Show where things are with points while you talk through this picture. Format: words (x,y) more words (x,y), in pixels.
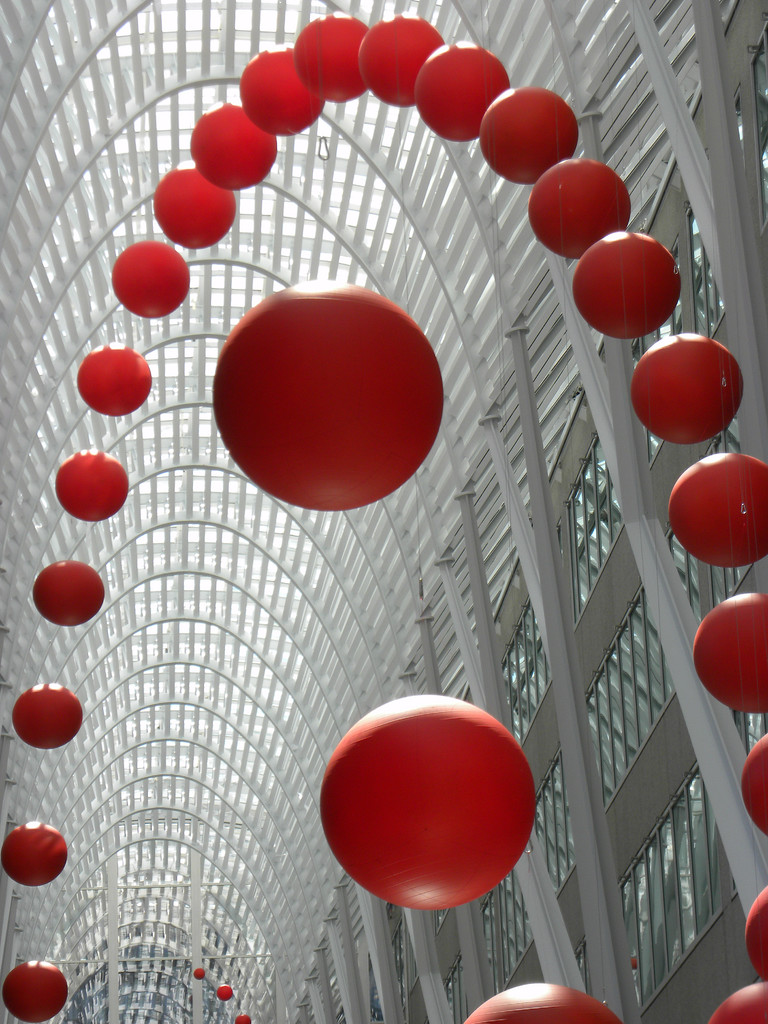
In this picture we can see spherical objects (524,802) and in the background (465,389) we can see rods (519,541), roof (413,556) and some objects (128,941).
